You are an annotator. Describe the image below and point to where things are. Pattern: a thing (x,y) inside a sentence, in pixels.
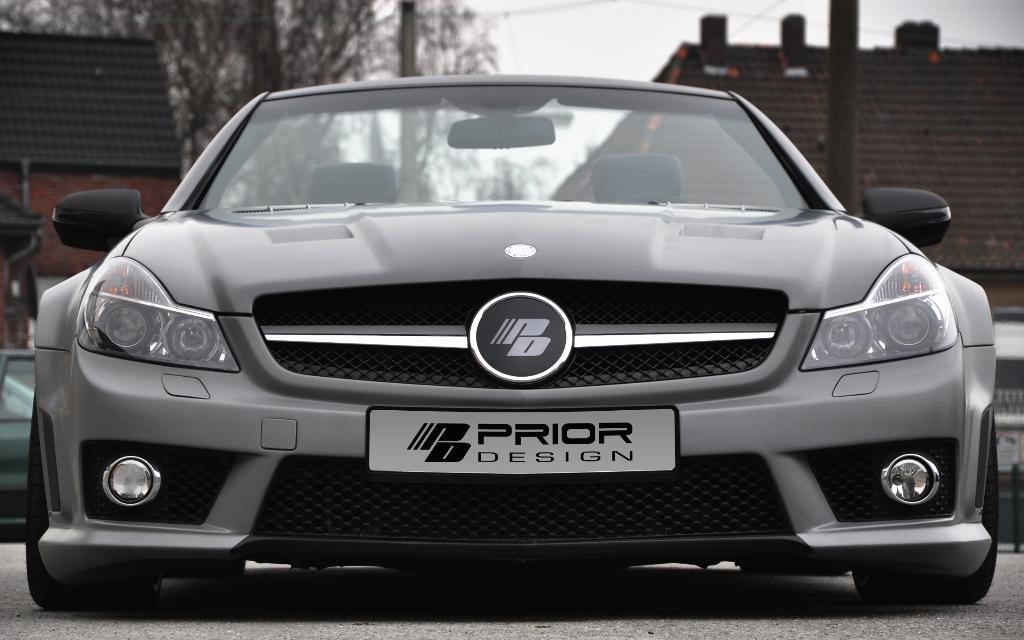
In this picture we can see a car (284,248) on the path (593,597). There is a glass object (358,183) visible on this car (417,223). We can see a vehicle (12,488) on the left side (25,476). There are a few houses (74,77), pole (833,90) and trees (272,54) are visible in the background (235,38).
